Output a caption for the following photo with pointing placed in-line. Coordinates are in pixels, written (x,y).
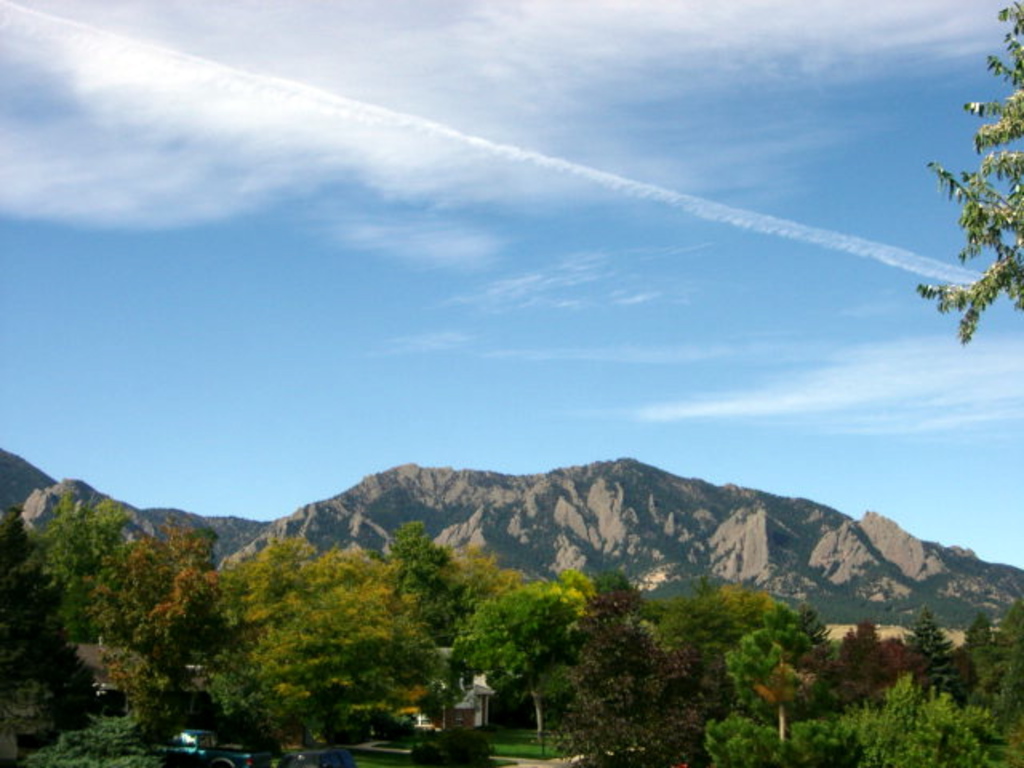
At the bottom of the picture (226,729), we see the trees (226,729) and two cars (243,748) in blue color. In the middle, we see a building (478,686) in white color. Beside that, there are trees (380,637). On the right side (976,193), we see a tree (972,187). There are trees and hills (526,520) in the background (331,541). At the top (410,226), we see the clouds (752,406) and the sky (515,399), which is blue in color.
